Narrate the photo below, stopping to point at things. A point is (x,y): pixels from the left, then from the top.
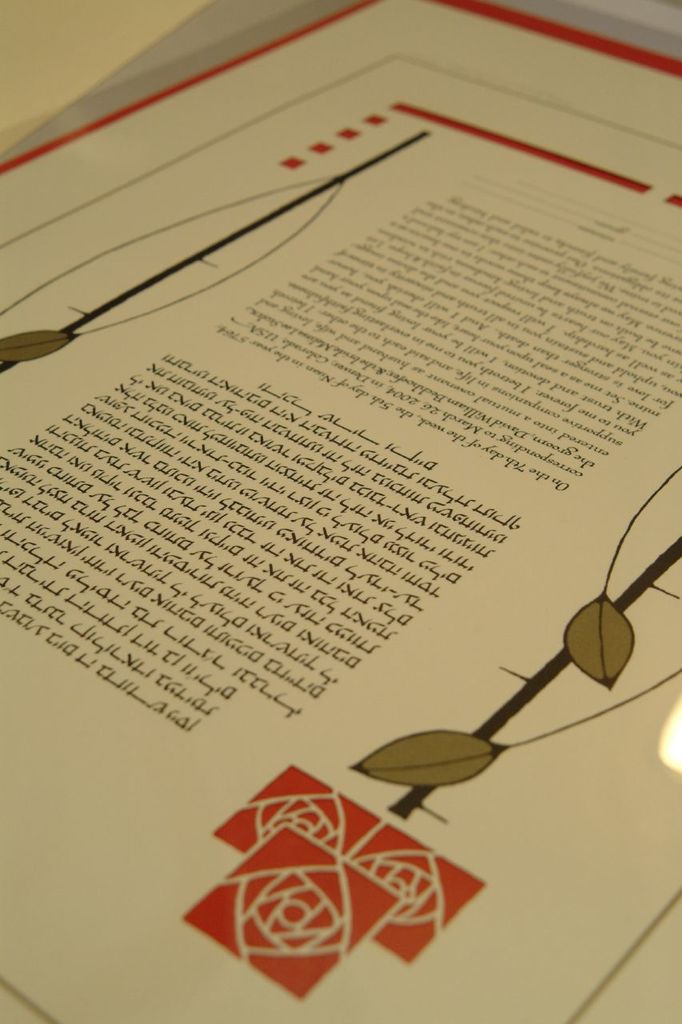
This image consists of a paper (295,474) with a text (221,328) and two pictures (331,196) on it.
